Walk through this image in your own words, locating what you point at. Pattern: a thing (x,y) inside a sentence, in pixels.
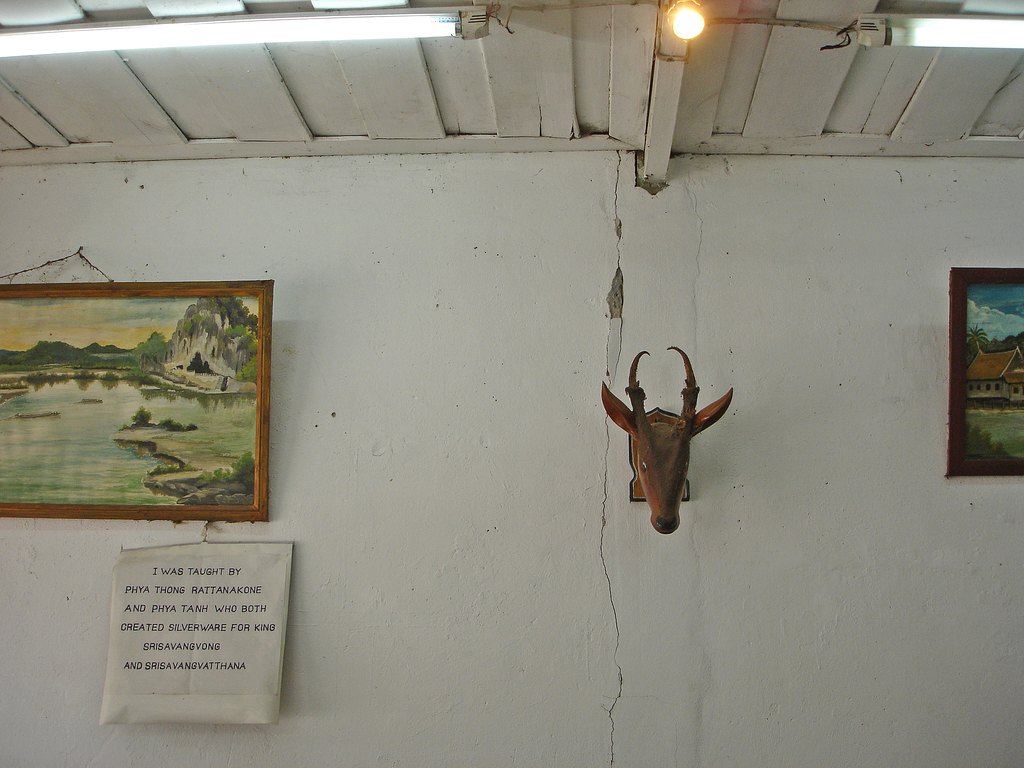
As we can see in the image there is a white color wall (439,388), photo frames (988,413), paper (227,642) and lights (990,44).
